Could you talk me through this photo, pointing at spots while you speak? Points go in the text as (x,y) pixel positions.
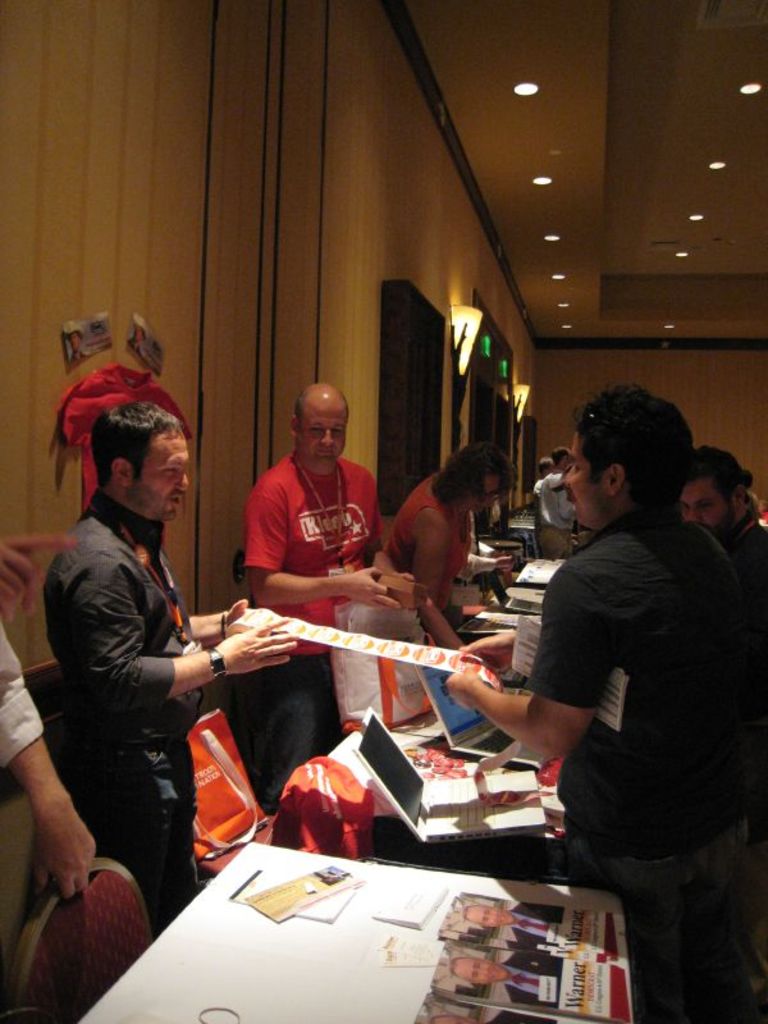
in the room (383,473) there are many persons (661,428) standing, there are many tables (470,879) on the table (265,952) there are many things (408,806) such as laptops (456,705), books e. t. c.
